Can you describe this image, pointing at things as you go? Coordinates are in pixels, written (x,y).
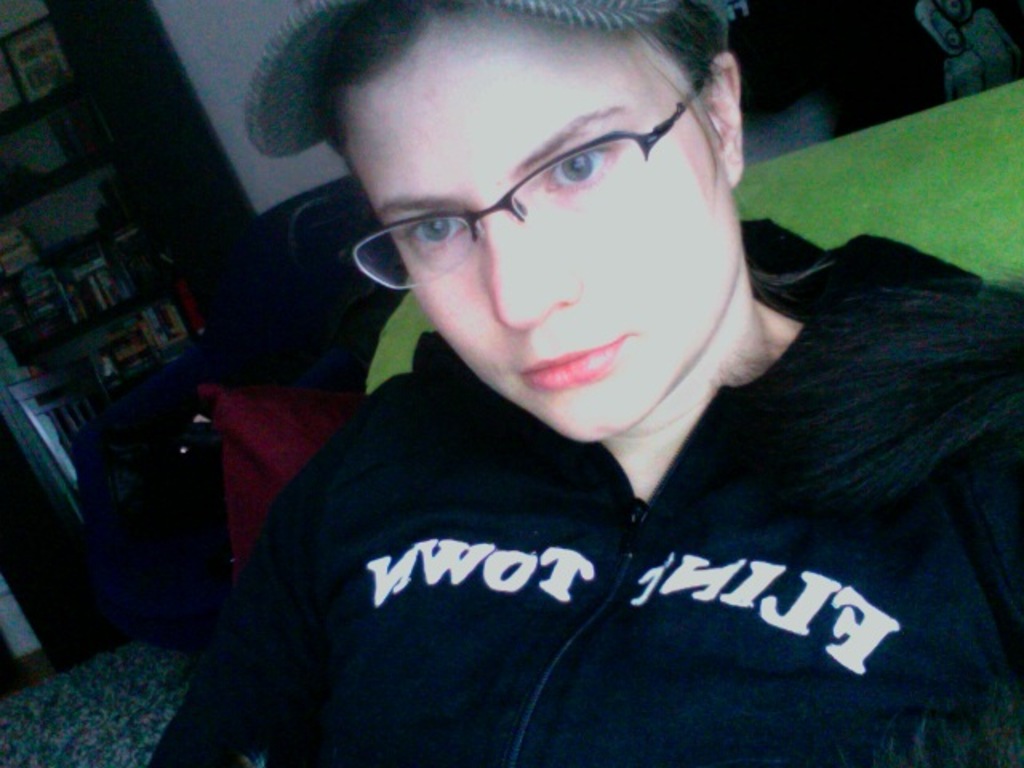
In this image we can see a person (565,266) wearing glasses (384,261) and a cap (559,12). In the background of the image (257,369) there are bookshelves (138,281), table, chair (266,248) and some other objects (312,408).
